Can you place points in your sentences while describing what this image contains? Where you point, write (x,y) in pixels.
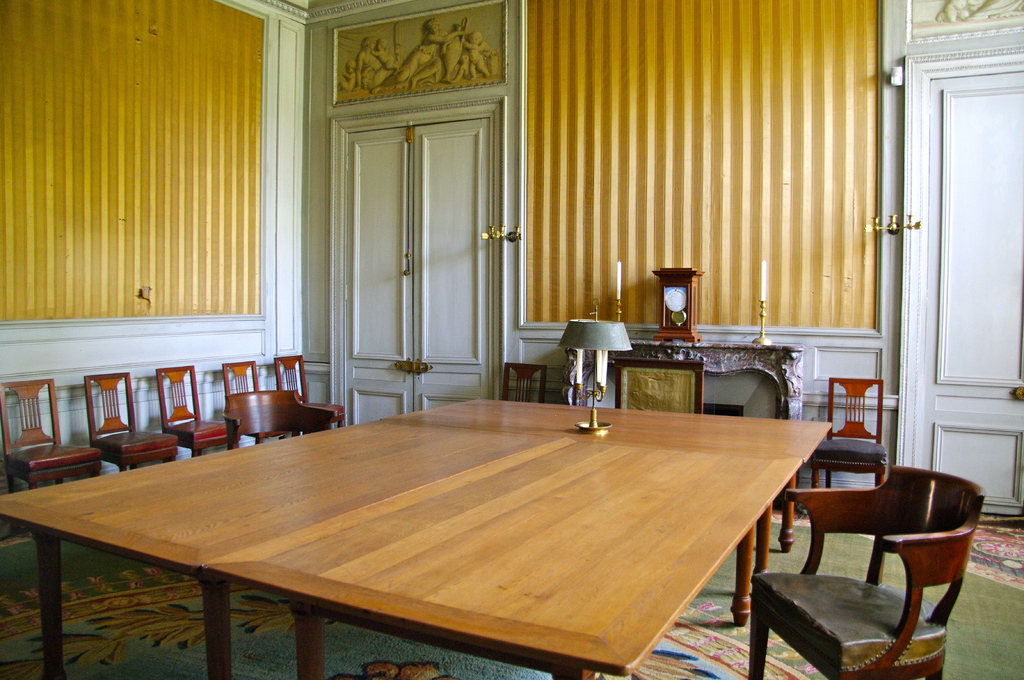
This picture describes about inside view of a room (555,314), in this we can find few chairs (507,399), table (532,423), lights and doors (467,325).
